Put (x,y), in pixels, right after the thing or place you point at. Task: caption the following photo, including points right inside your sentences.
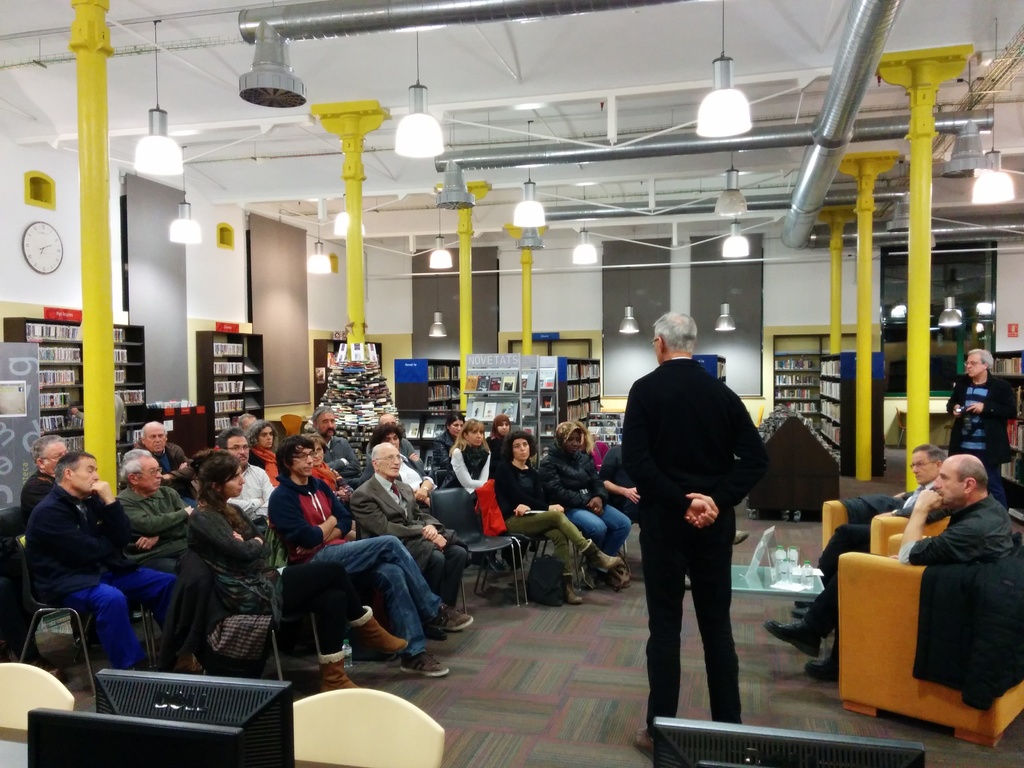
In this image I can see a crowd (575,482) is sitting on the chairs (457,523) and on the sofa (877,649). At the bottom (262,684) I can see PC's (280,719) on the table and chairs (388,725). In the background (920,323) I can see a wall clock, wall (211,271), pillars (91,281), AC ducts (460,186) and lamps (715,112) are hanged from the ceiling (674,114). It looks as if the image is taken in a hall (580,662).
